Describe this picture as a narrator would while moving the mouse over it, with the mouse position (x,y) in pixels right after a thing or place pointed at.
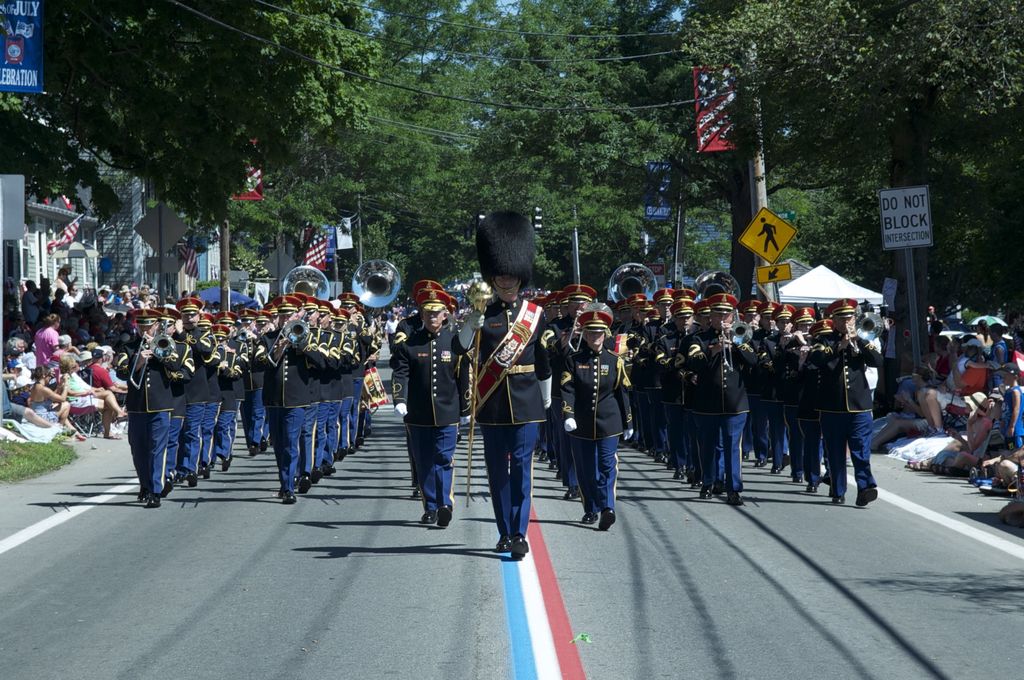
In this image we can see some people (528,490) in a rows holding a trumpet (305,333) walking on the roads (361,546). On the left side (106,426) we can see some people (46,330) and a flag (57,247). We can also see some group of trees (413,182), wires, pole (757,109), board (920,195), a sign board (790,229), tent (805,278) and the sky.
